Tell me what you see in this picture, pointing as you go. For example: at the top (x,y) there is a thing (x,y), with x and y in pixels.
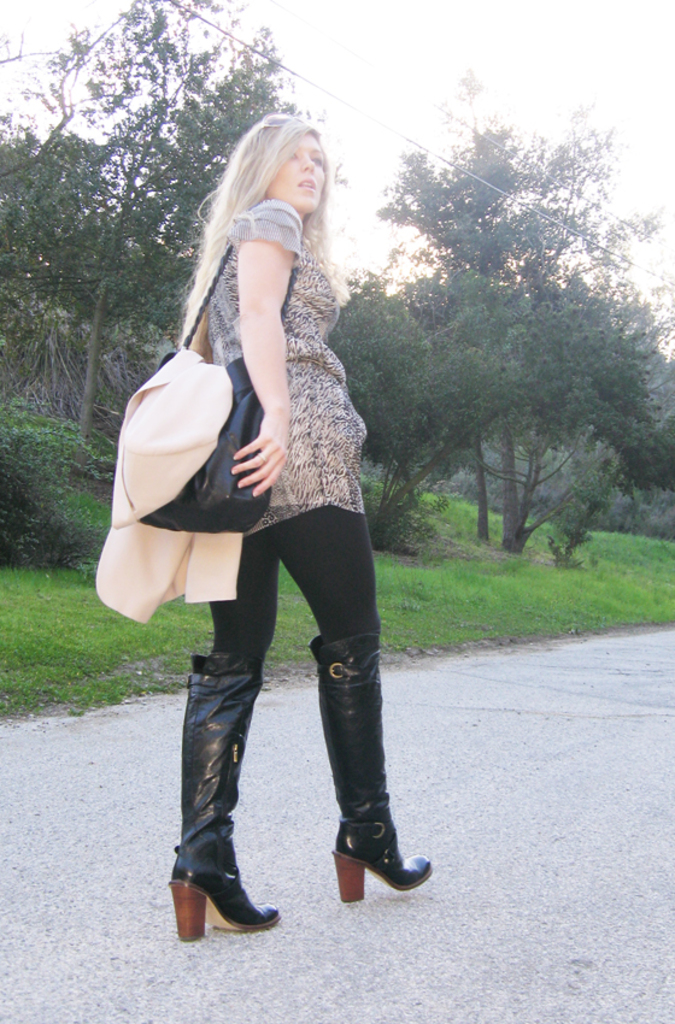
In this image, woman (312,560) is walking on a road (410,890). Here we can see green grass (623,602). And background (610,463), we can see few plants (63,376) and sky (374,187), wire (291,73). Woman (260,459) is wearing a black color bag (222,481) and here we can see cream color cloth (152,466).
